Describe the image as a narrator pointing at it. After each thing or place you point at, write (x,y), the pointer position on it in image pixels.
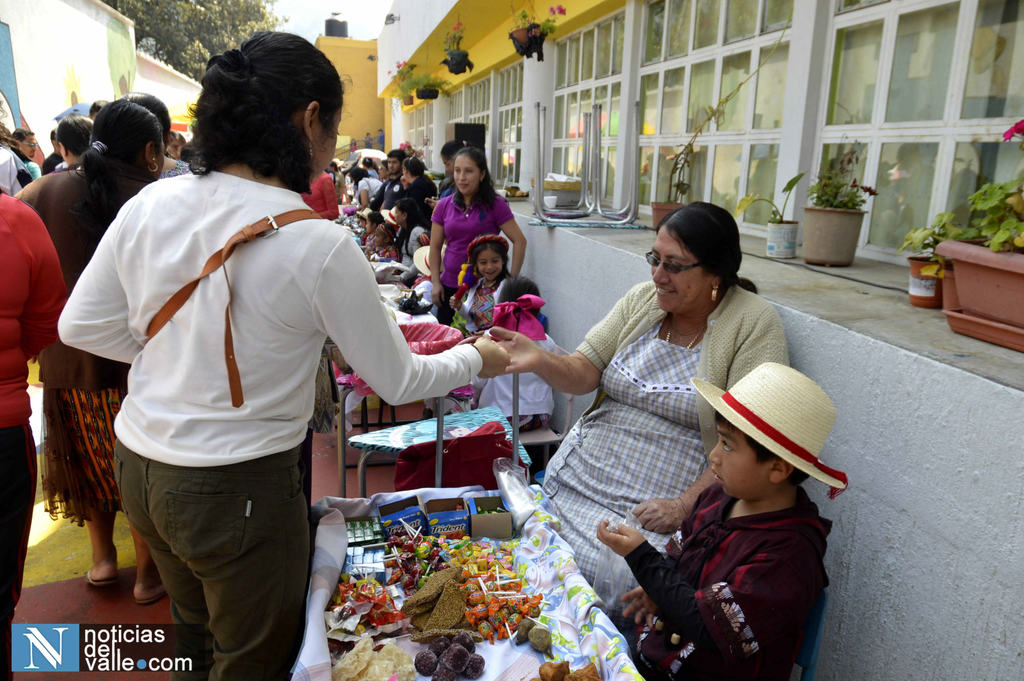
In this image, we can see persons (693,321) and kids (693,529) wearing clothes (421,189). There are some kids (492,320) sitting in front of tables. There is a food (510,563) at the bottom of the image (503,550). There is a text (170,666) in the bottom left of the image (119,669). There is a building (501,55) at the top of the image (442,39). There is a tree (194,20) in the top left of the image (194,20). There are flower pots (770,226) on the right side of the image (829,224).
